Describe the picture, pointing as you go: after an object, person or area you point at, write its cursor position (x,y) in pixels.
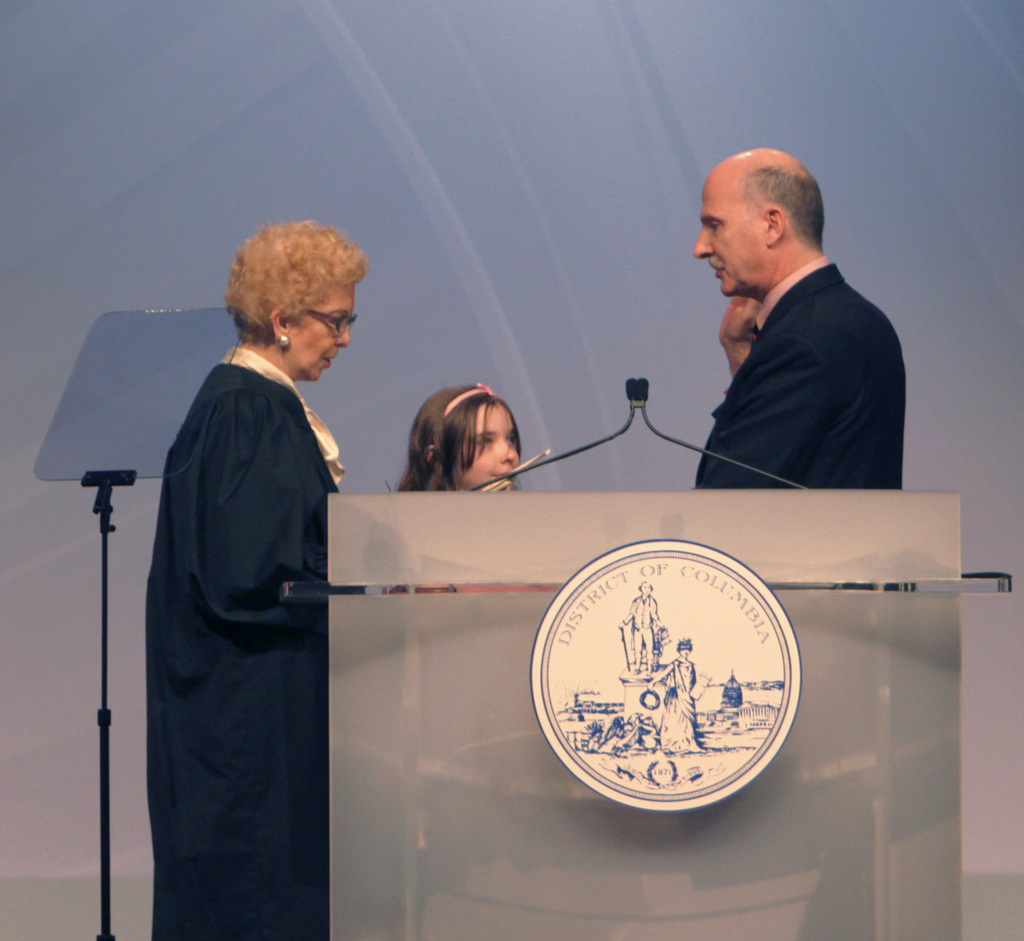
In this image there are three persons (446,483) standing near the podium (617,578), there are mikes (482,484) on the podium (441,695), and there is a stand (167,414).
